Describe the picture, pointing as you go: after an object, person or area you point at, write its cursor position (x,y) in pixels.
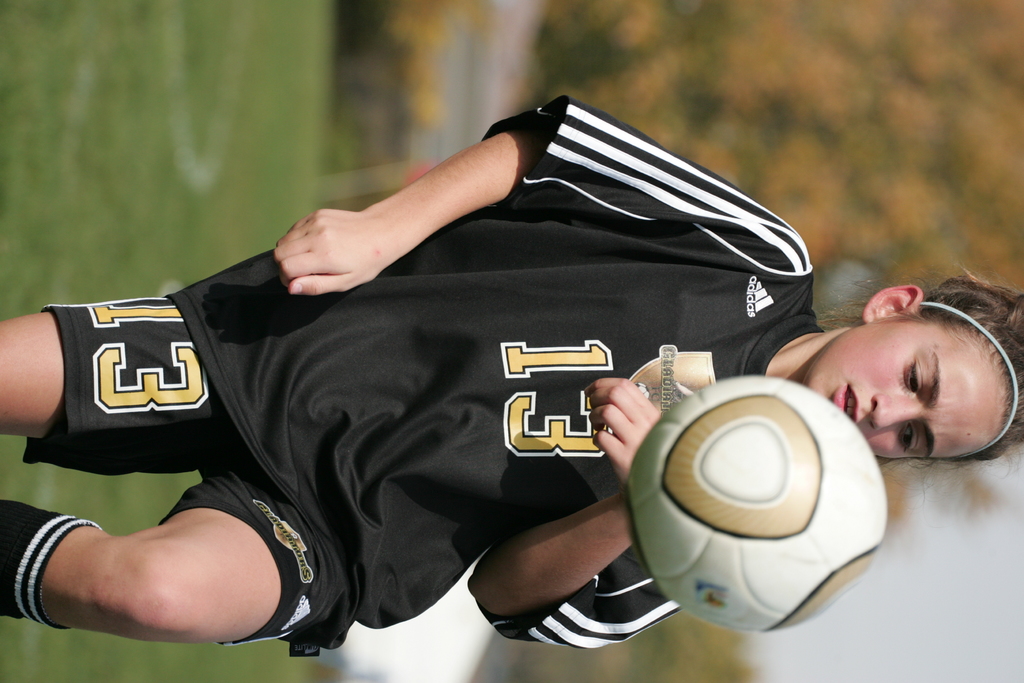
In the foreground of this picture (516,404), there is a girl (565,382) on the ground (195,100) and a ball (736,513) in the air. In the background (705,116), there is a tree (911,74), grass (208,95) and the sky (942,572).
